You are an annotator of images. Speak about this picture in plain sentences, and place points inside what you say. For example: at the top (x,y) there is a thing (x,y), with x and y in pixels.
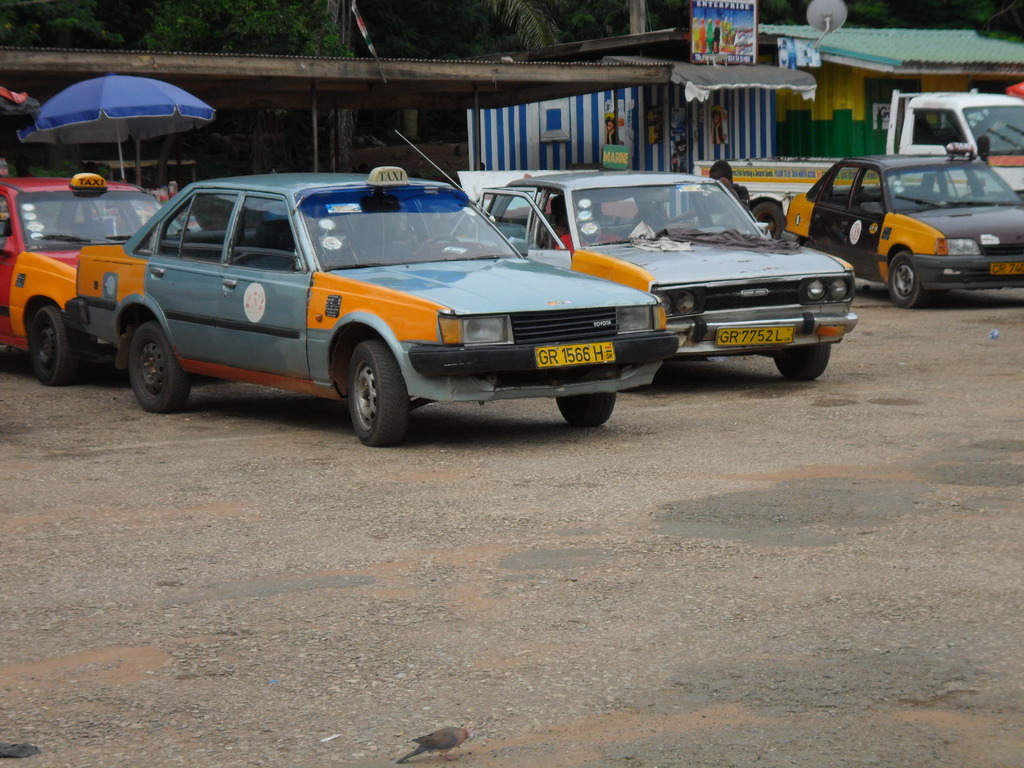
In this image I can see few vehicles (685,282) on the road (343,516). These vehicles (492,339) are in different color. To the left (62,106) I can see the blue color umbrella (75,135). To the right (716,42) I can see the board (747,15) to the shed (735,91). In the back (432,51) there are trees (432,51).
